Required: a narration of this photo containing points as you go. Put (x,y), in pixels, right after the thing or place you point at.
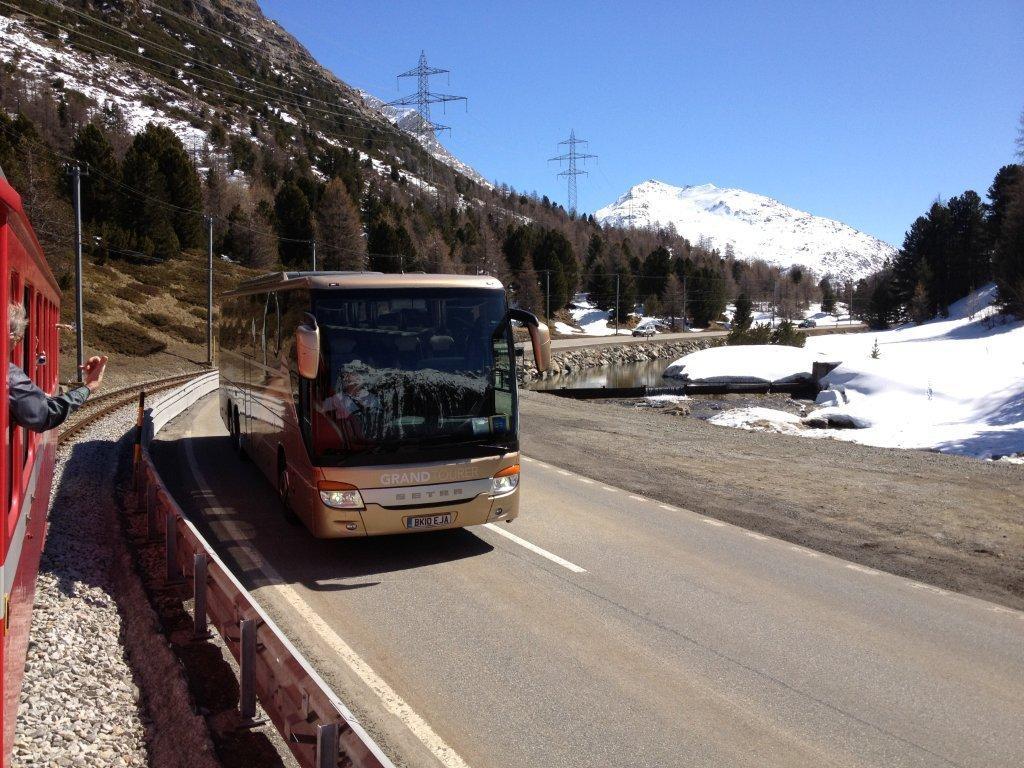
There is a road (510,558). On the road (380,562) there is a bus (362,410). Near to the road (297,559) there is a fencing (208,600). On the left side (104,396) there is a railway track (109,410). Near to that there are stones (59,697). On the railway track (96,410) there is a train (13,480). In the back (146,272) there are electric poles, trees (612,248), hill (442,176) and water (618,368). On the ground (854,363) there is snow (854,363). In the background (663,68) there is sky (733,64).
